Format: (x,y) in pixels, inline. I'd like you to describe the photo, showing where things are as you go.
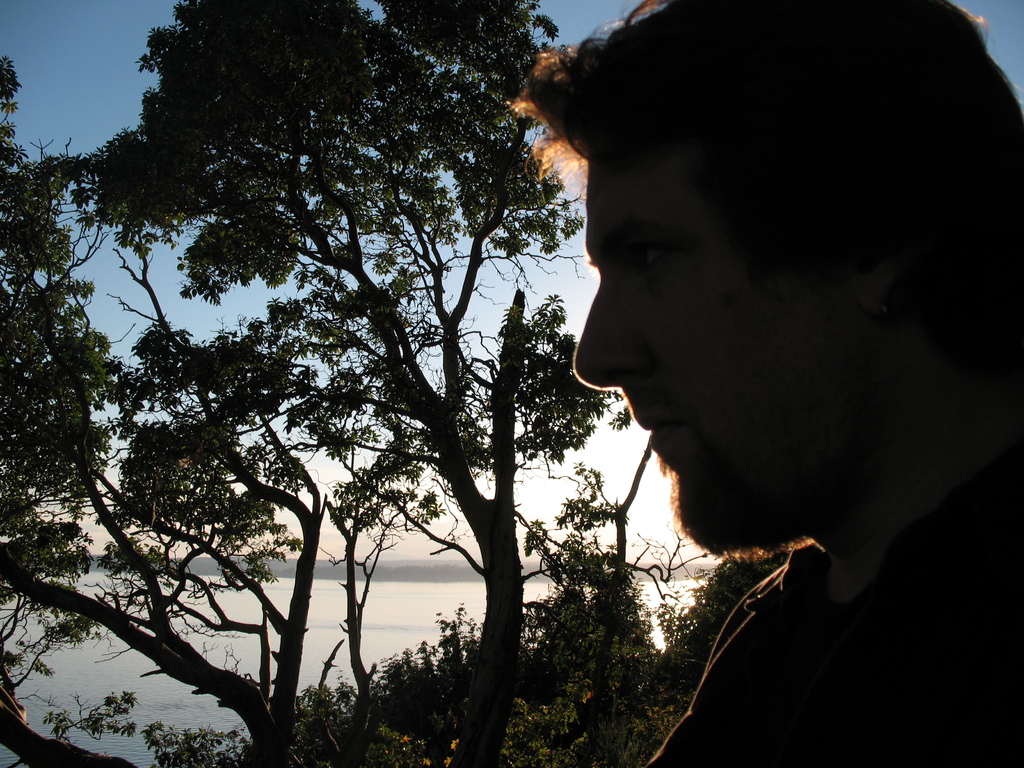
In front of the image there is a person (679,366). Behind him there are trees (268,404) and water (252,653). At the top of the image (102,36) there is sky (93,34).
